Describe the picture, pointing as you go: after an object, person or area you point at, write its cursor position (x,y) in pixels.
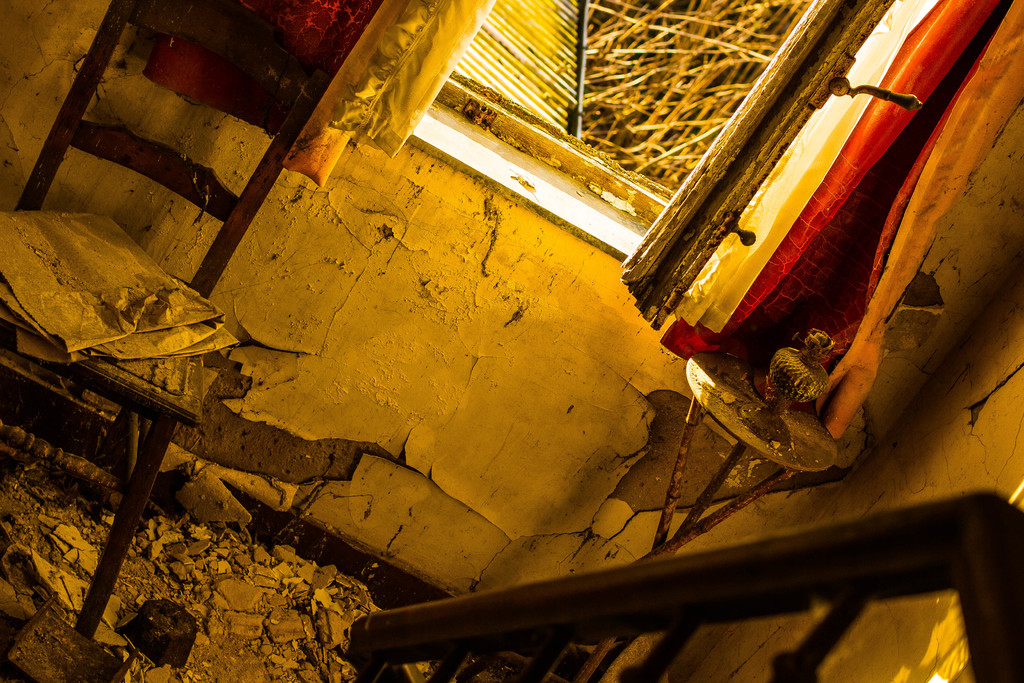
This picture seems to be clicked inside the room (99,509). On the left corner (238,38) we can see a wooden chair (298,113). On the right corner (897,527) we can see an object (498,610) seems to be the hand rail (748,568) and we can see an object (803,396) placed on the top of the table (734,416). In the background (720,317) we can see the wall (960,218), curtain (946,65), window (535,192) and we can see some other objects (636,151).
